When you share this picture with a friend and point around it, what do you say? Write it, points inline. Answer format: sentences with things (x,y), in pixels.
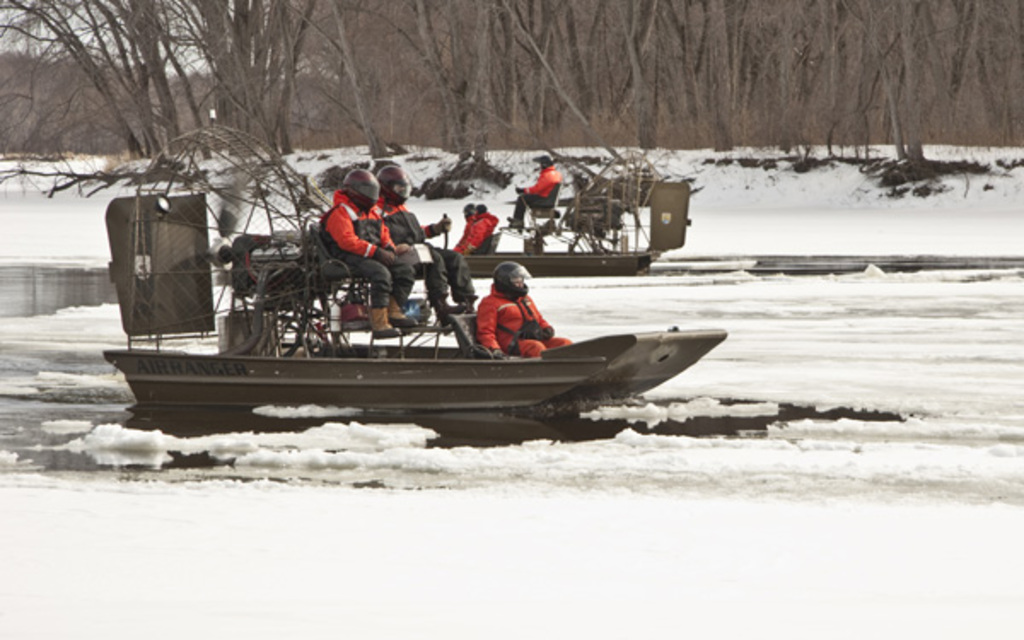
In this picture there are boats (275,386) on the water (246,408) and there are group of people (478,339) sitting on the boats (498,391). At the back (454,150) there are trees (533,76). At the top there is sky (5,22). At the bottom (442,452) there is water (25,409) and snow (427,463).
